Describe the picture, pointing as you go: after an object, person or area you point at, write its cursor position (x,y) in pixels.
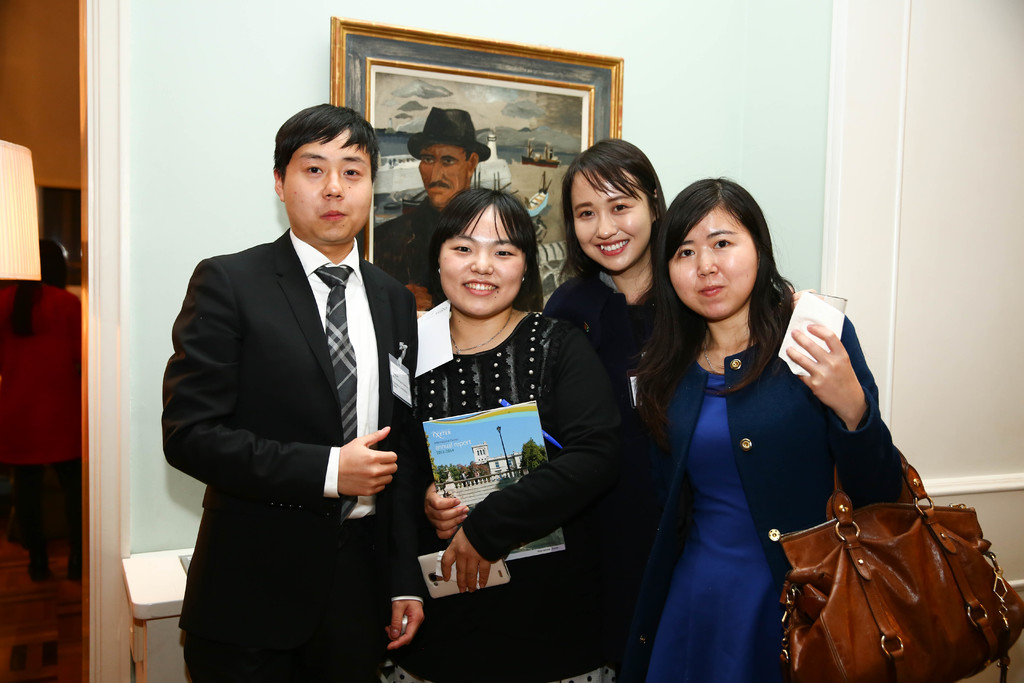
In this picture there are group of people (258,341), they are taking a snap at the center of the image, there is a portrait (332,42) behind the people (336,146) at the center of the image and there is a door (91,385) at the left side of the image (104,292).
